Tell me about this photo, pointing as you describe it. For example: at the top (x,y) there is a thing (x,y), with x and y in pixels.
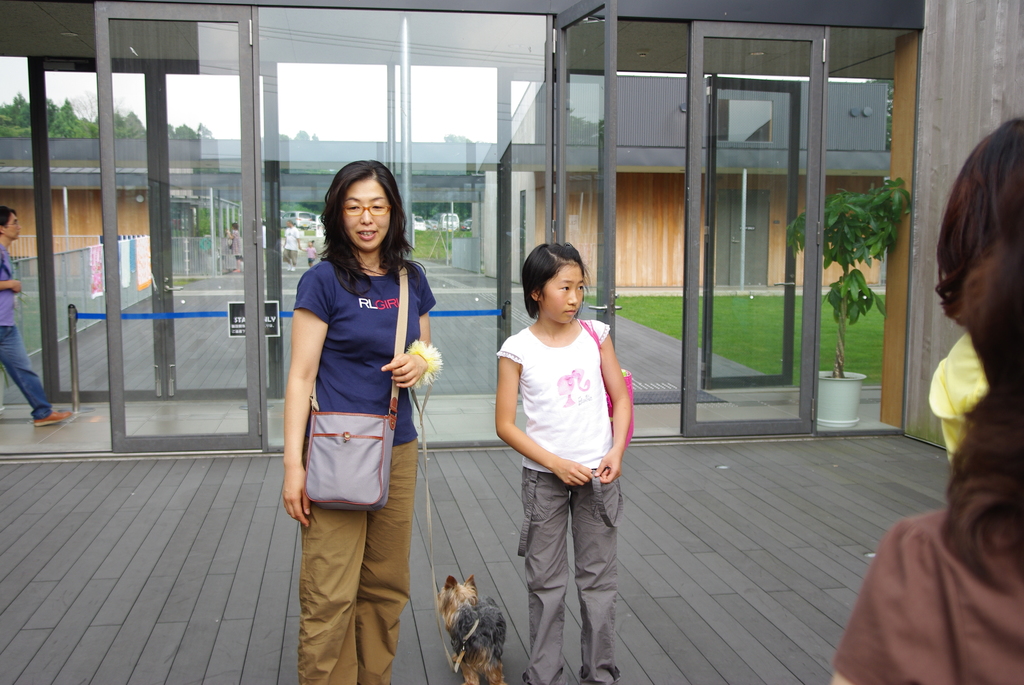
In this image I see a woman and a girl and I see that both of them are standing and holding their bags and there is a dog (466,672) over here and there is a man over here and there is a plant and the grass (639,303).
